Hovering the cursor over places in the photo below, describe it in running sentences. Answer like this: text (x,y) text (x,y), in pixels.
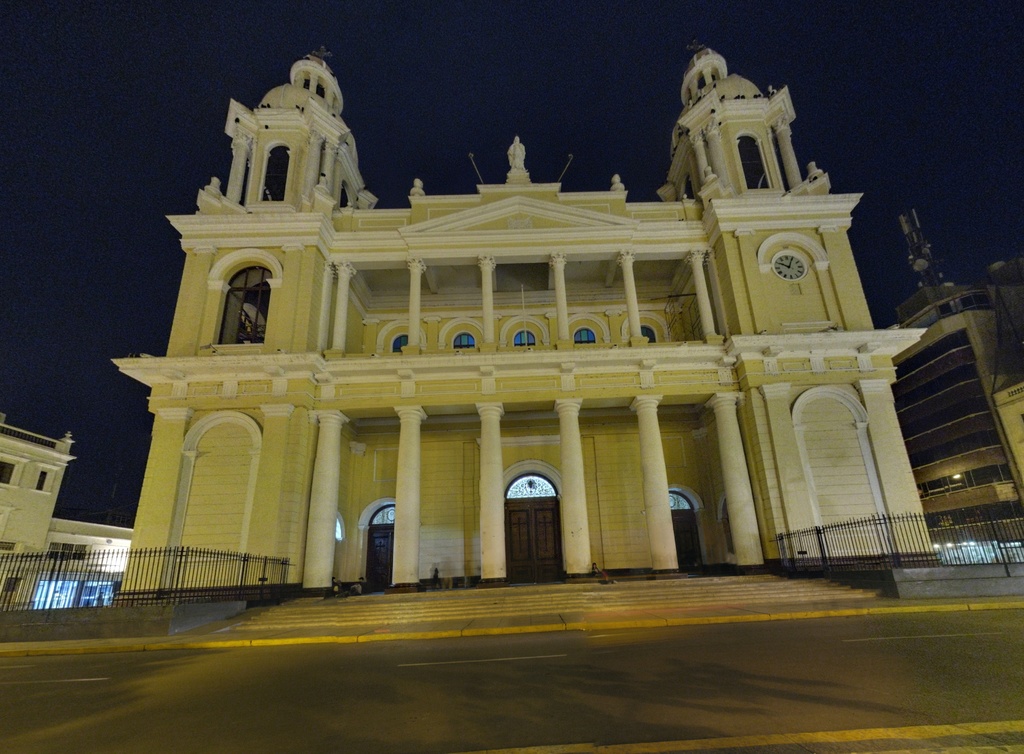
In this image we can see group of buildings (285,378), metal railings (239,580) a staircase (572,580) in the background (508,78) we can see sky (210,80).
